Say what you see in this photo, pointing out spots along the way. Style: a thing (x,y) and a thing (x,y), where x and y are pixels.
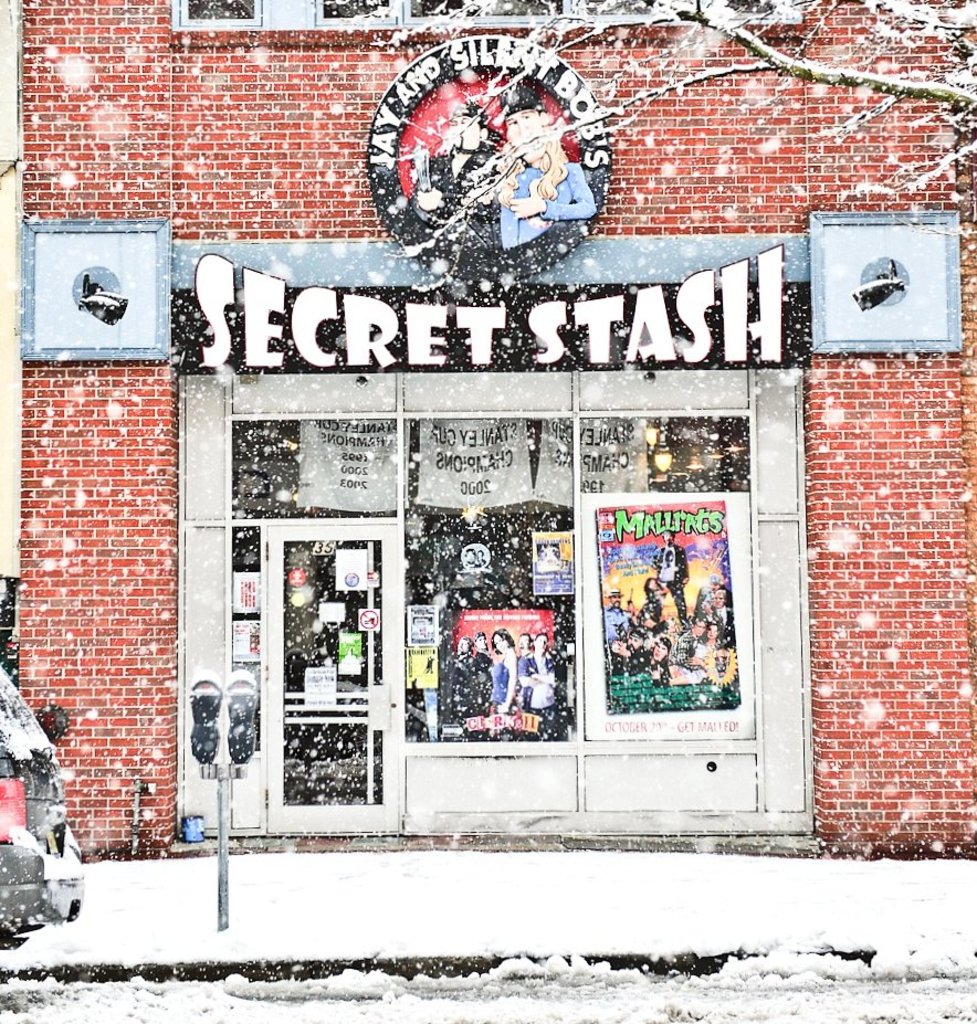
In this image I can see red colour building (205,192), white colour door (382,801), few posters (456,646), few white colour things (363,507), a pole (226,857), a vehicle (76,854), branches (897,86) of a tree (790,73), snow (649,891) and I can see something is written at many places.
